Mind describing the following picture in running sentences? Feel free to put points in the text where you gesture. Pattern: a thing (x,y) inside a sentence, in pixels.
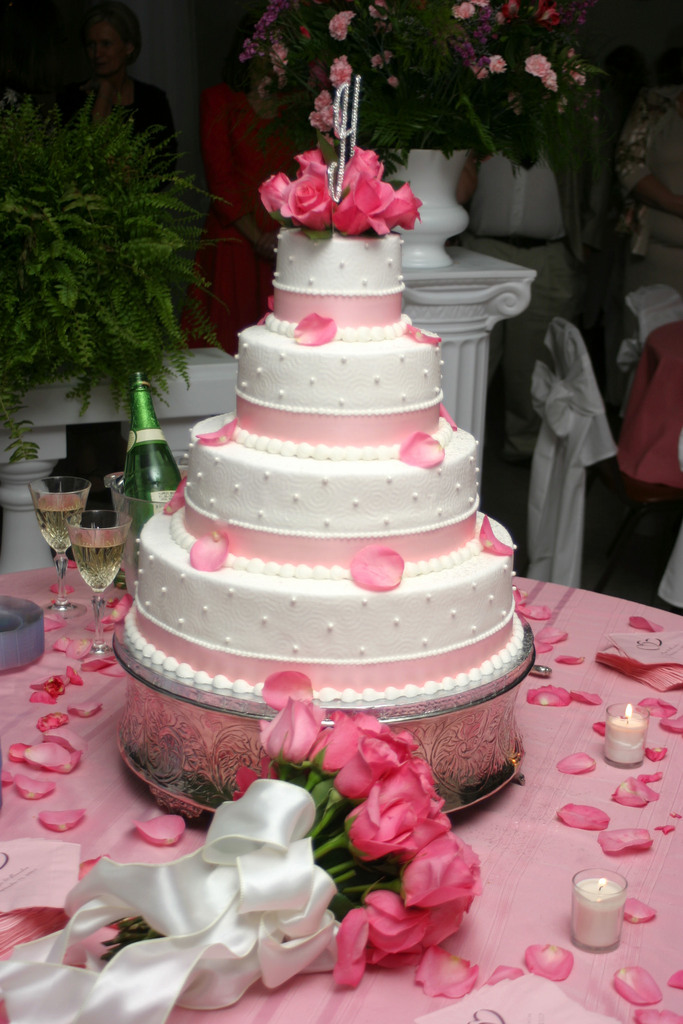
There is a four layer white and pink cake (372,412). There are rose petals (333,323) on it. There is a rose bouquet (396,903), glasses (65,545) of drink (58,509) and a glass bottle (148,398). At the back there are flowers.
